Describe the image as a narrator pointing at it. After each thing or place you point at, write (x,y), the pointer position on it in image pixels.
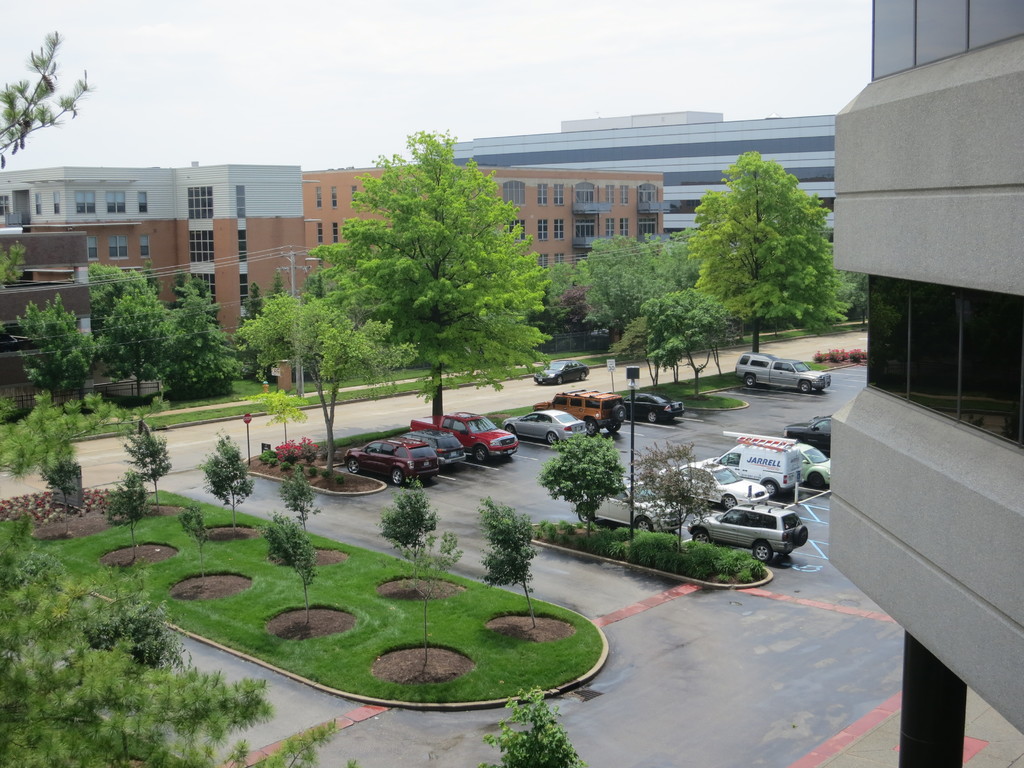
In this image we can see plants (714,363), trees (147,354), vehicles (606,505) which are parked and in the background of the image (76,65) there are some buildings (14,364), cloudy sky (123,30).
